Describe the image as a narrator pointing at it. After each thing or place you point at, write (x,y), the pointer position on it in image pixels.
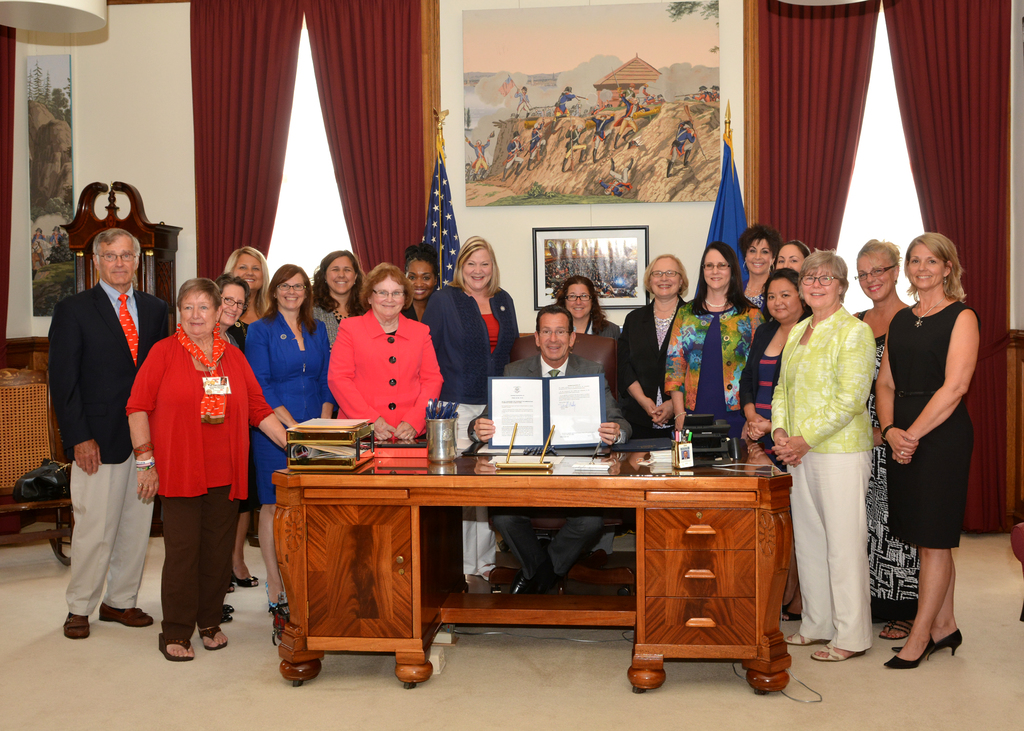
In this image I can see few people (395,362) are standing, smiling and giving pose to the picture. In the middle (559,357) there is a man (572,362) sitting on the chair (583,355) in front of the table (630,503) on which few objects (663,458) are placed. In the background (453,74) I can see a wall (459,63) on which two frames (567,164) are attached and also there are two flags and curtains (257,119).
